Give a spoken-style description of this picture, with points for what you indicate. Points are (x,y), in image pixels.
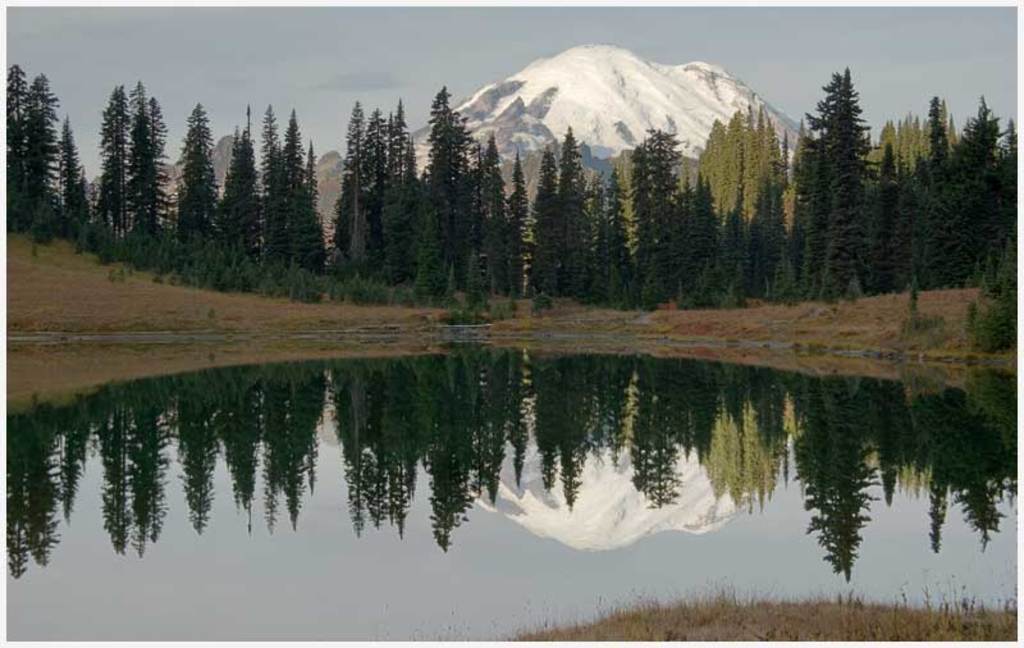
In the picture I can see water (364,476) and there are trees (408,268) and mountains (505,136) in the background (489,151).
